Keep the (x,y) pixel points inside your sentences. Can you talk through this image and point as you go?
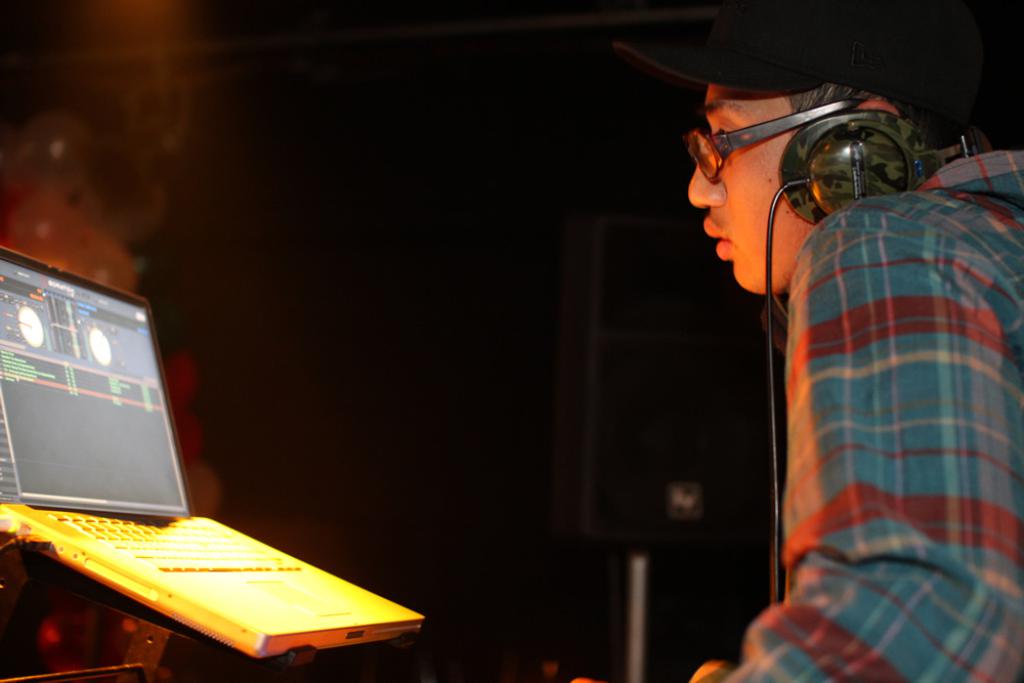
In this image we can see a person (818,424) wearing cap (812,72), specs (735,140) and headset (838,190) on the right side (887,170). In front of him there is a laptop (173,605) on the stand (151,641). In the back (649,418) there is a speaker (665,534) with a pole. In the background (662,594) it is dark.
